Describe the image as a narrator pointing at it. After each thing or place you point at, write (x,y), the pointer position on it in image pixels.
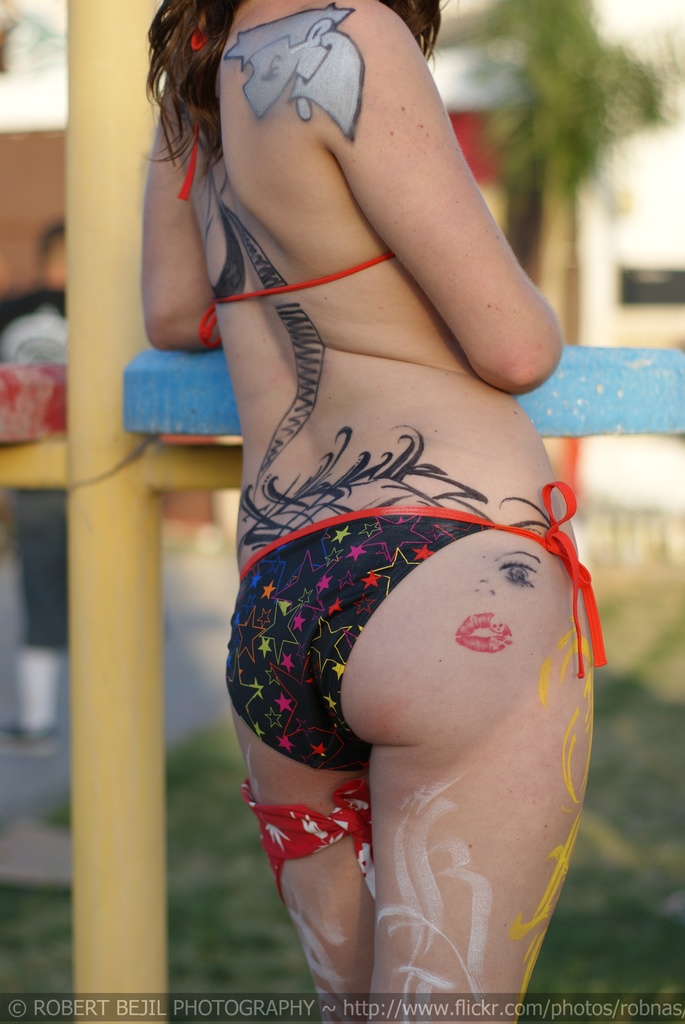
In the image we can see there is a person (256,174) standing and there are paintings (295,55) and tattoo (311,91). The woman (385,830) tied a red colour kerchief (285,850) on her thigh (319,857).
